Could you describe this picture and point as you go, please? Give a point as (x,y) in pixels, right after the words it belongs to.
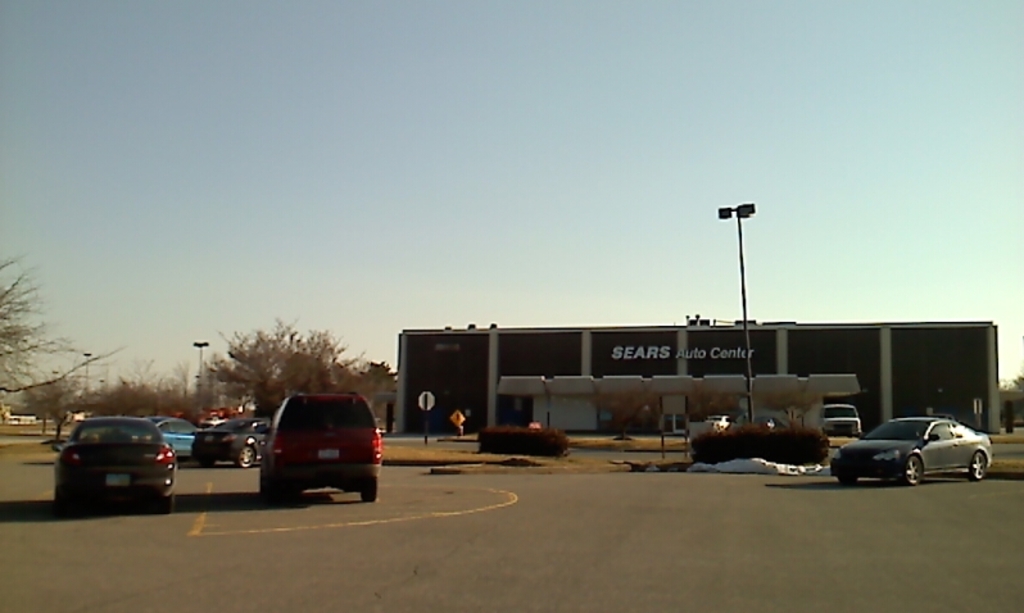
In this image we can see some vehicles (264,480) on the road (221,470) and there are some plants (547,447) and trees (41,381) and there is a building (664,375) in the background (917,371) and we can see few sign boards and street lights (747,205). At the top (884,118) we can see the sky (613,93).
